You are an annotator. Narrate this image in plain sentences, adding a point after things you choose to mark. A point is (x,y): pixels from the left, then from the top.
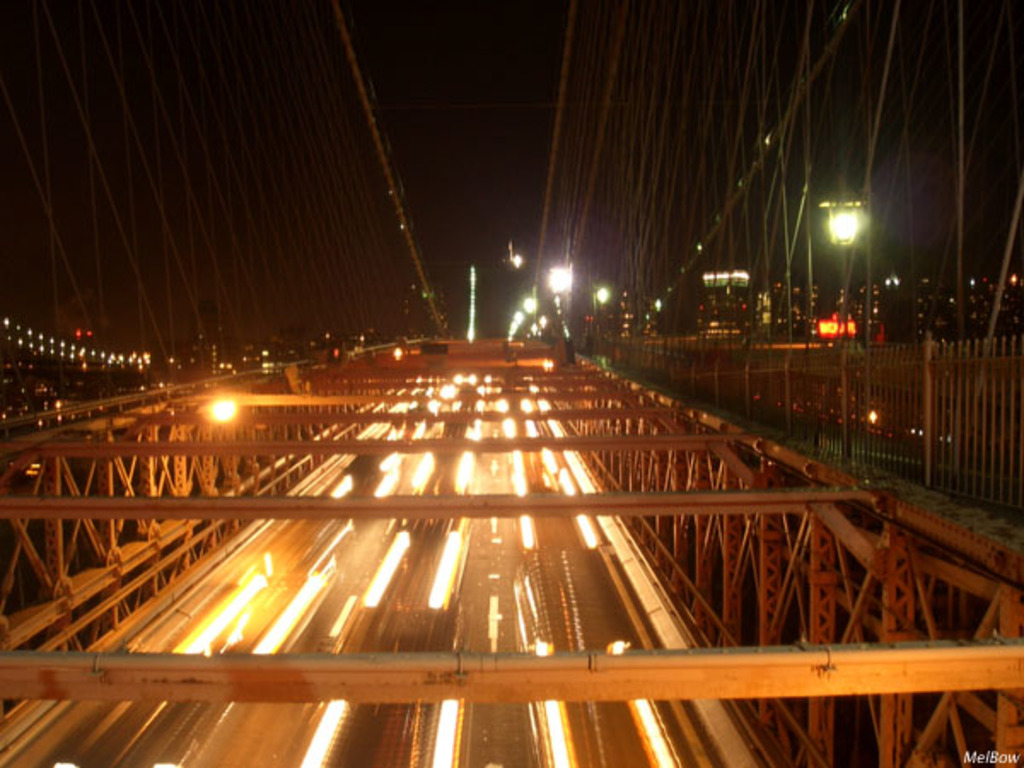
In the picture we can see the bridge (771,591) with roads (492,639) and lights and the bridge (906,631) is covered with railing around it and top of it, we can see some wires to it and in the background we can see some lights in the dark.
